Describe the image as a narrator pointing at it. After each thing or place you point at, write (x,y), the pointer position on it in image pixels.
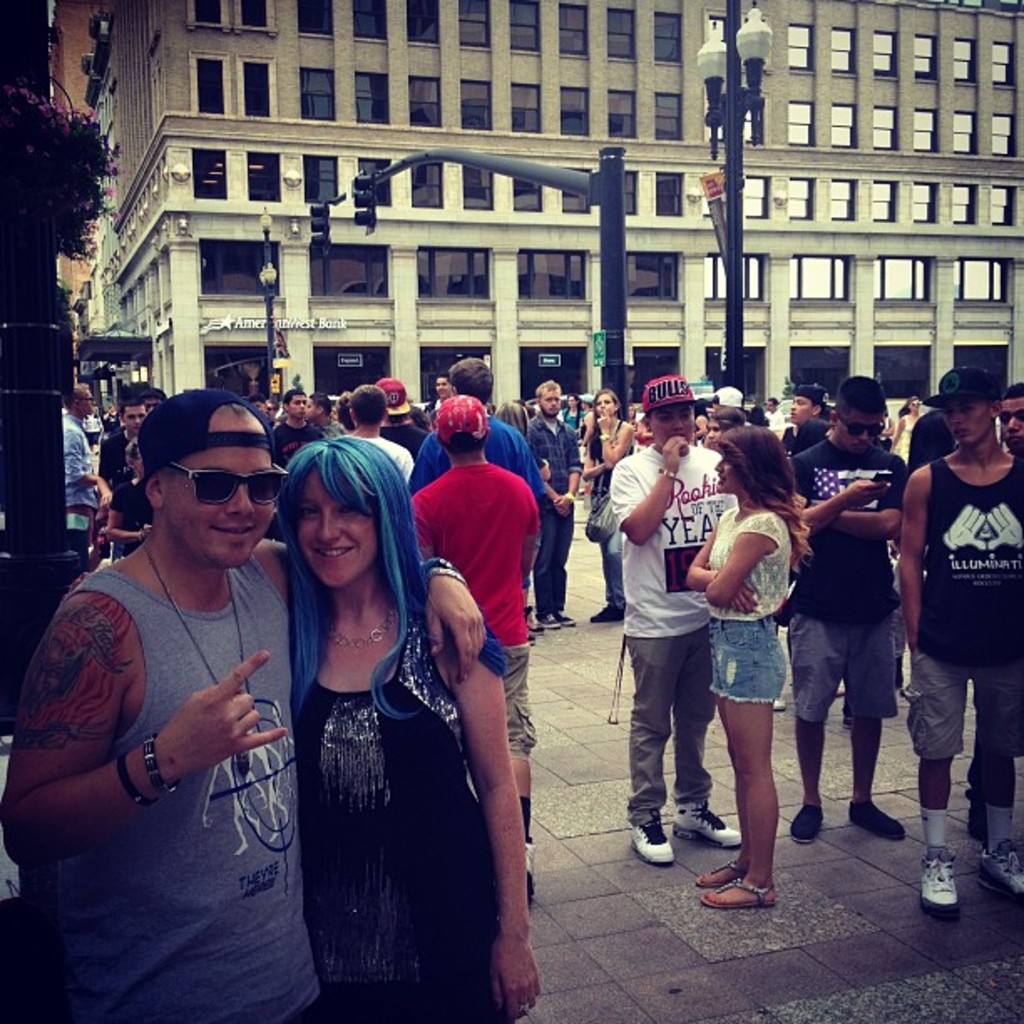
In this image there are group of people (488,559) standing, and in the background (394,309) there are lights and signal lights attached to the poles (614,181), buildings (262,15).
